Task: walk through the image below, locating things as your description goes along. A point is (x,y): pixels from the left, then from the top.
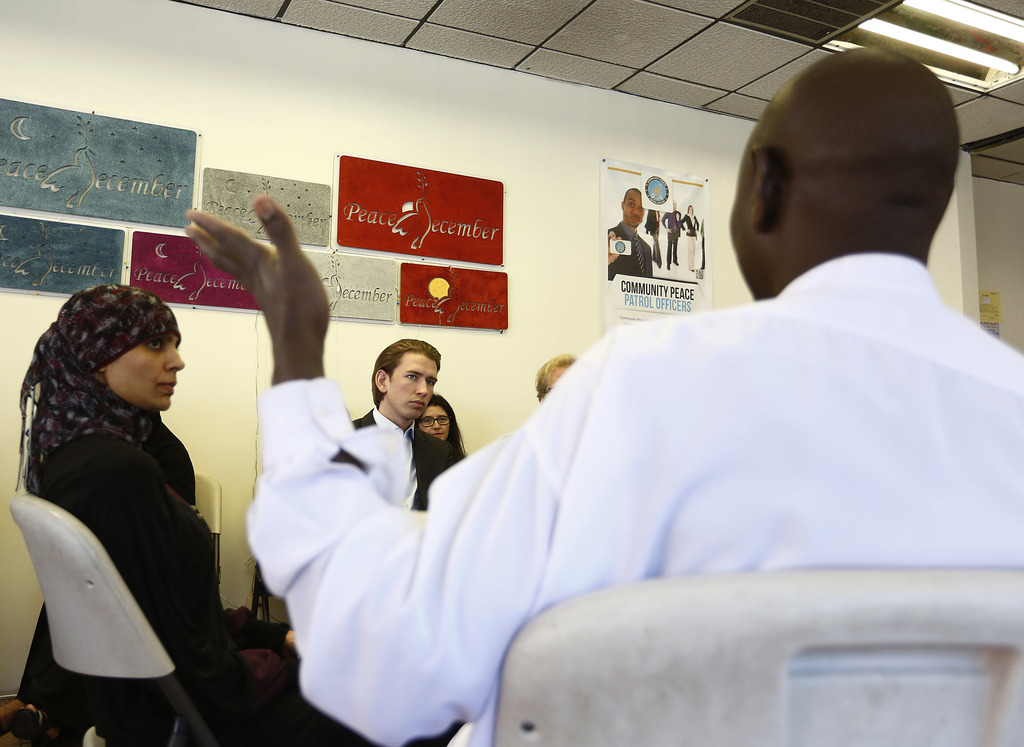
In this picture we can see some people (433,525) sitting on chairs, in the background (554,288) there is a wall (533,254), we can see some boards (313,222) and a paper (634,243) on the wall (562,238), we can see lights (929,48) and ceiling (749,59) at the top of the picture (651,48).
